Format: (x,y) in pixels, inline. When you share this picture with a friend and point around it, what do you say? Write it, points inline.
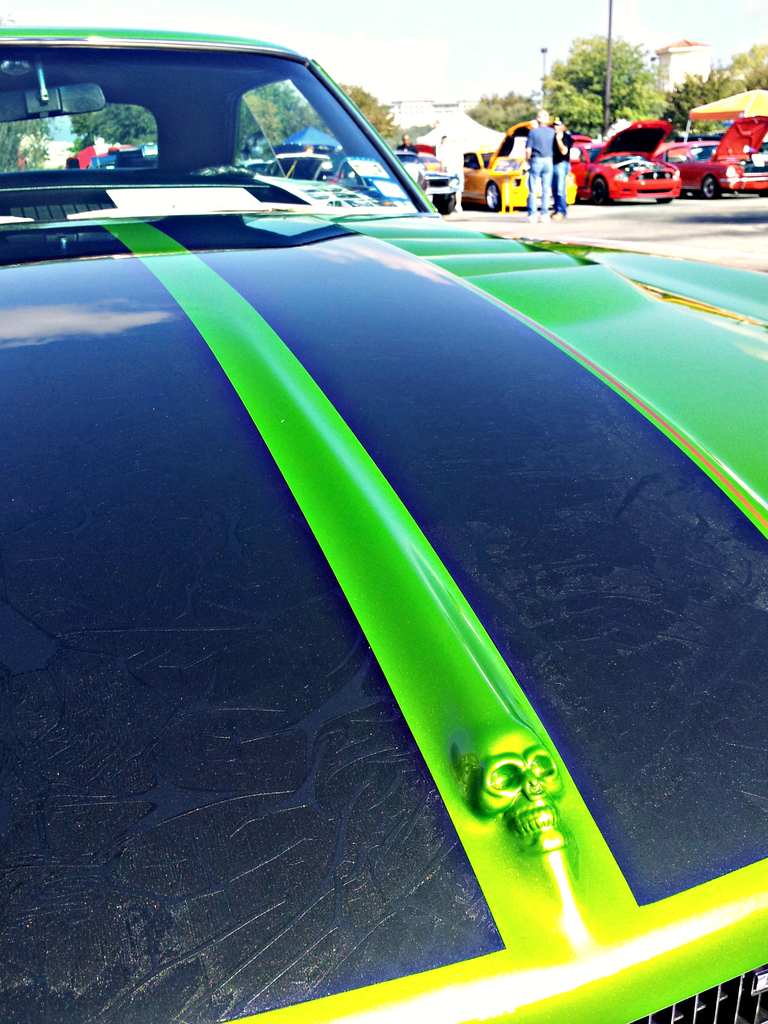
As we can see in the image there are cars (583,174), tent (721,112), group of people (560,176), trees (575,124), building (676,66) and at the top (106,15) there is sky (106,15).
